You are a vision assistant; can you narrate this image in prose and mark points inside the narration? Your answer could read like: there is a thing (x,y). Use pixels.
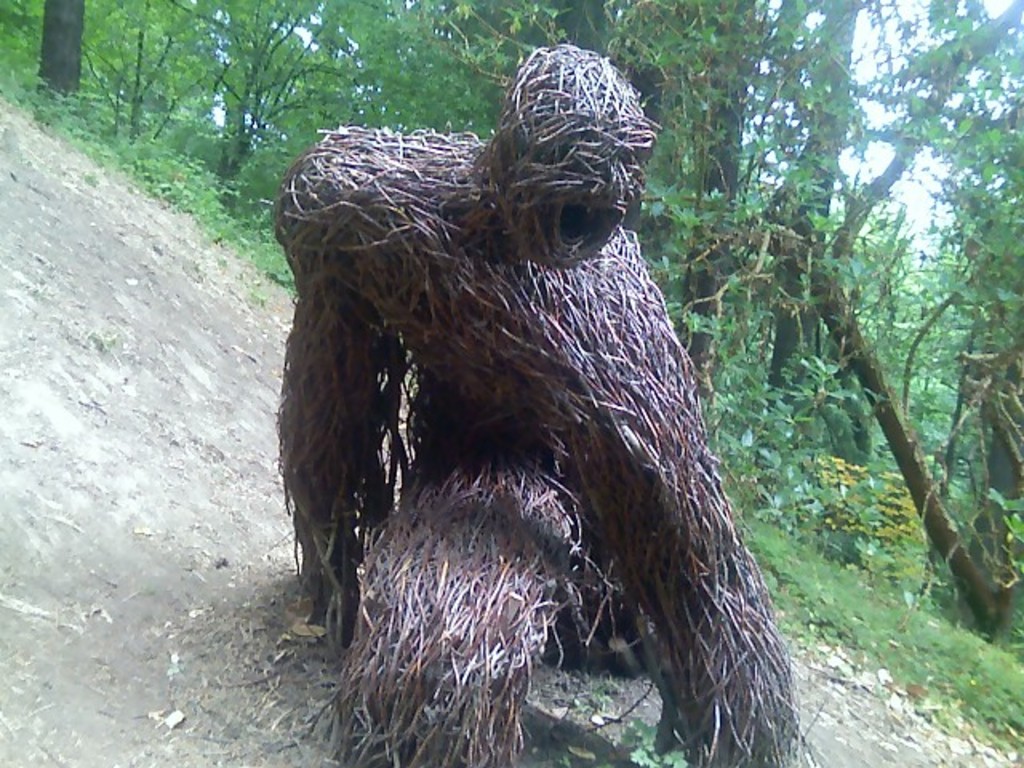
In this picture we can observe a shape of a human (566,432) which is made up of small sticks (501,438) on the land (244,601). We can observe some plants (88,136) on the ground (52,177). In the background (373,59) there are trees (862,134) and a sky (871,164).
